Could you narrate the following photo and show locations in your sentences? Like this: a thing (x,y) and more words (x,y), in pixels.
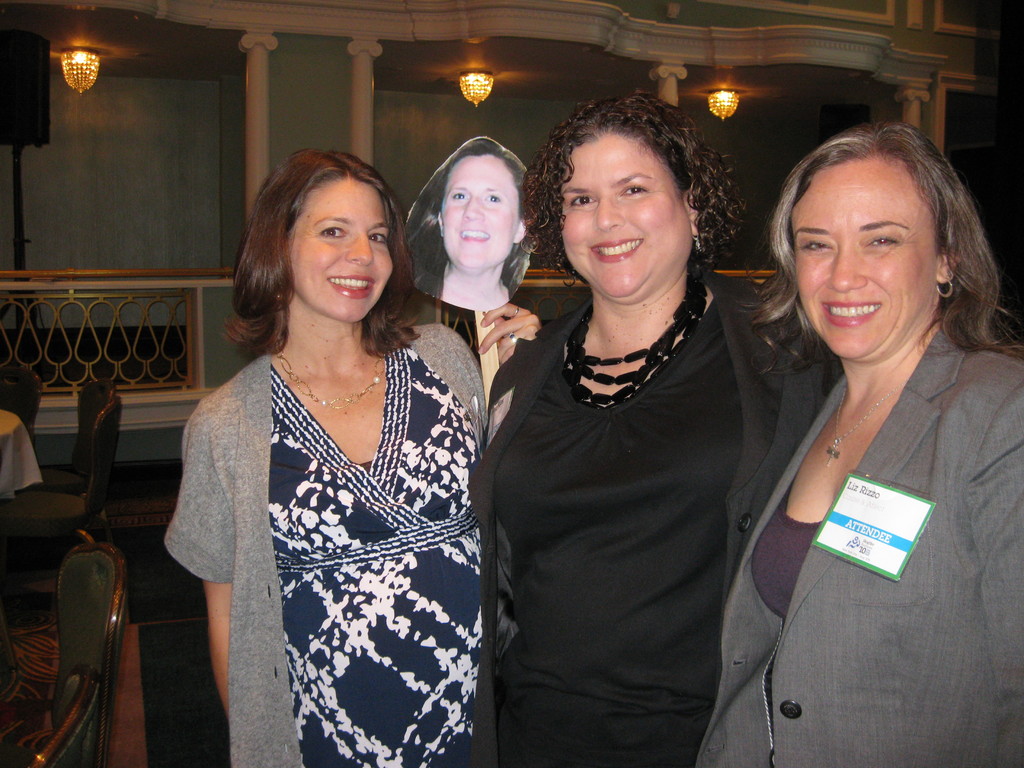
In this image there are three women (385,531) standing with a smile on their face (306,262), besides the women (292,447) there are chairs (97,474), in the background of the image (482,90) there are lamps (93,77) on the ceiling (754,70).
